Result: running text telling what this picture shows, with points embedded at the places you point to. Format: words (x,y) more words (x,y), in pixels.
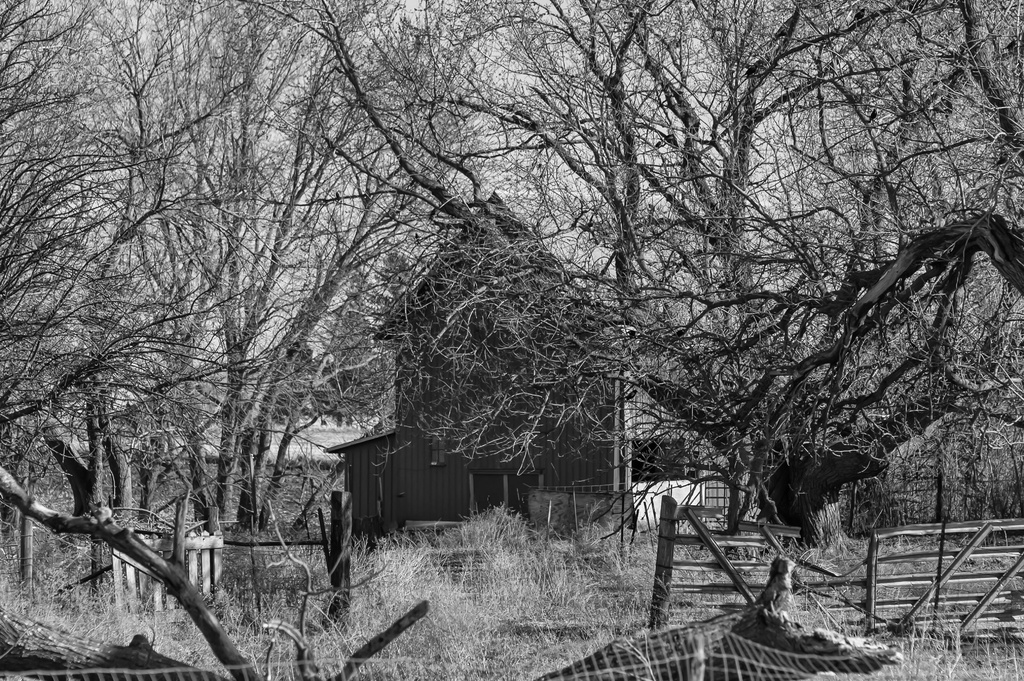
It looks like a black and white picture. We can see a wooden fence (960,565), branches (147,564), trees (169,403) and a house (444,449). Behind the house (416,288) there is a sky (516,20).
